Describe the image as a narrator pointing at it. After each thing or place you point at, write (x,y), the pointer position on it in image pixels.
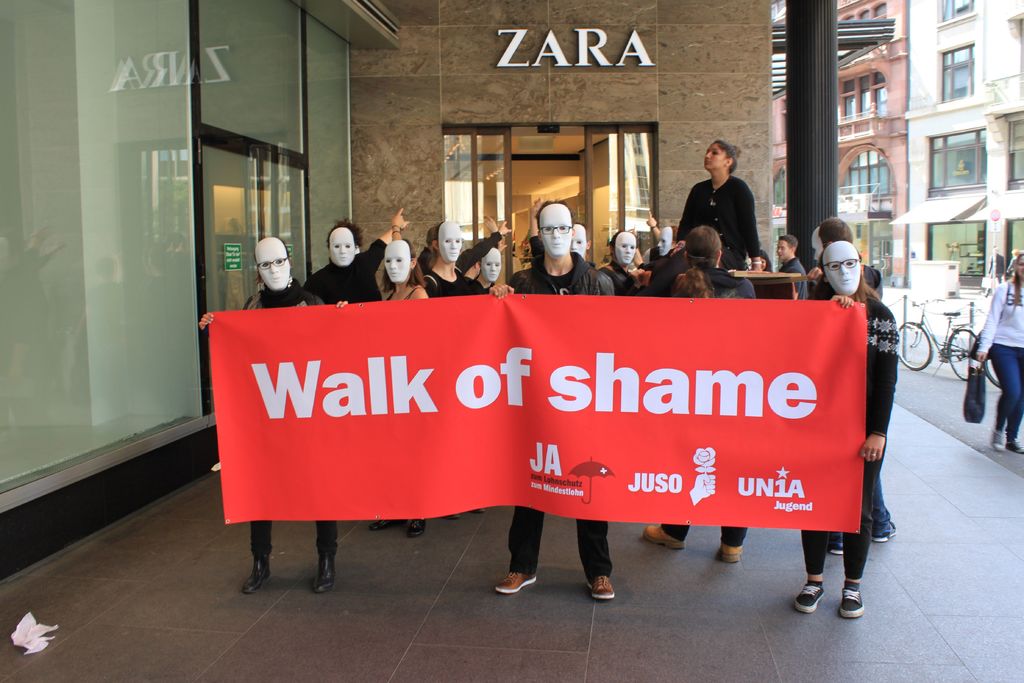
There are persons (615,237) in the mask (839,278), some of them are holding red color banner (692,349) and standing on the floor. There is a person (735,263) sitting on a bench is held by other persons (704,230). On the left side (82,214), there are glass windows (351,154). On the right side (964,360), there is a woman (1014,344) walking on the road (1010,454), there is a bicycle (955,348) on the road (952,399), there are buildings (994,43) which are having glass windows (956,73). In the background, there is a hoarding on the wall (755,194).
